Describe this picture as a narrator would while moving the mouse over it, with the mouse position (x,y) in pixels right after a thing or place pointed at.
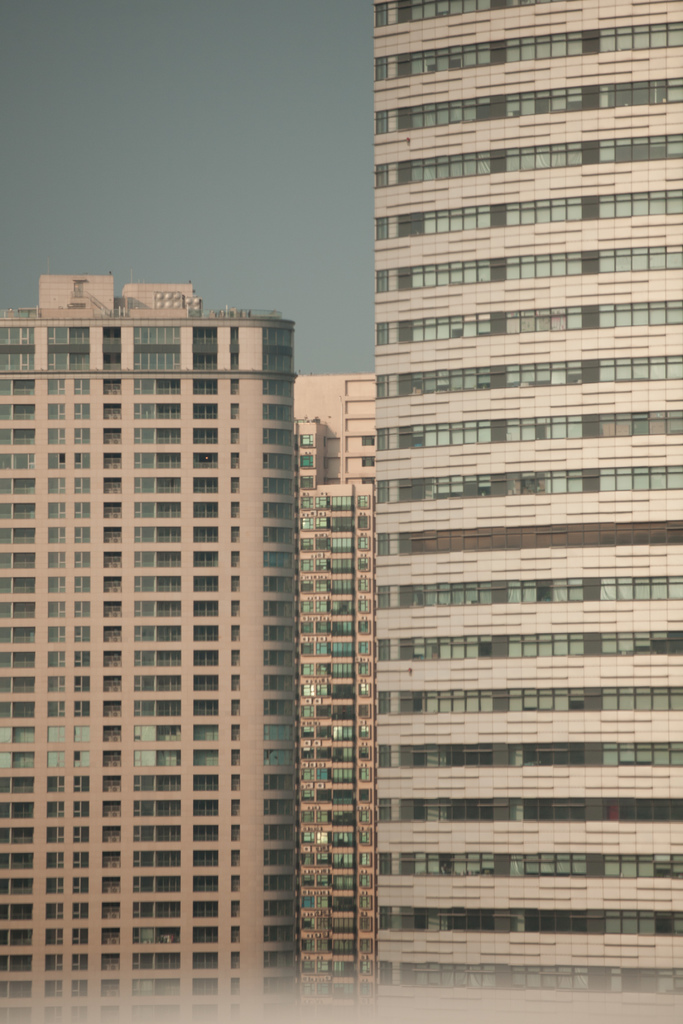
In this image there are huge buildings (270,488) and the sky (102,185).
